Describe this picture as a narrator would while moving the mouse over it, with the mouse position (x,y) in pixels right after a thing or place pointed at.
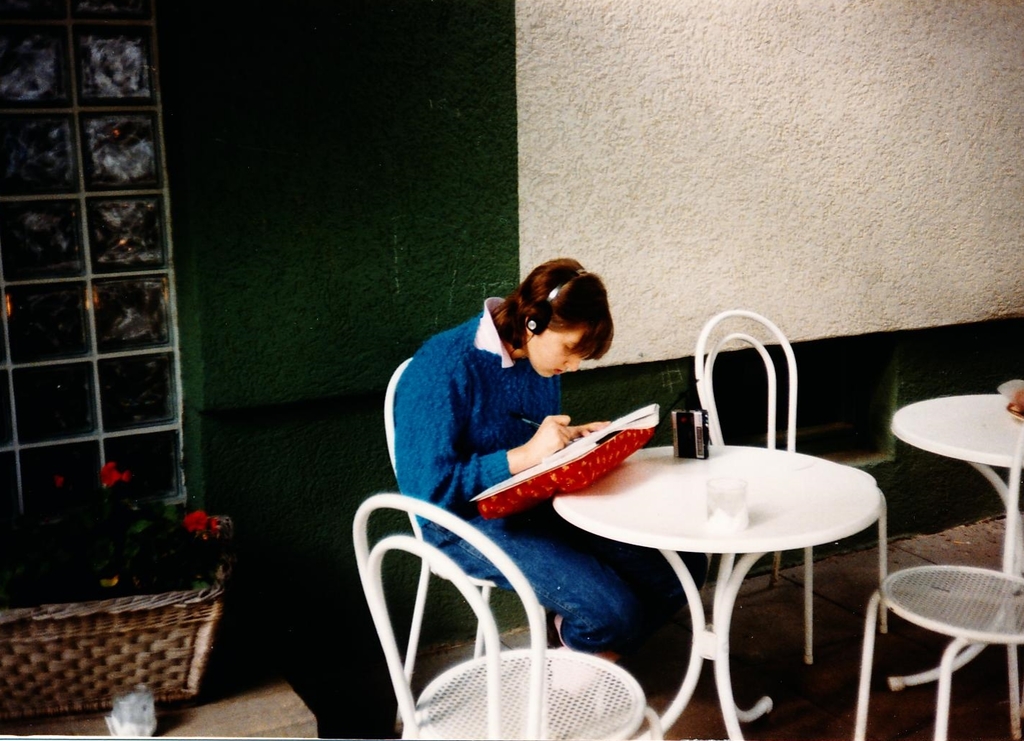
This image consists of a table (713,551). On that there is a glass (712,500). There are chairs (409,501) around the table (664,518). A person (540,455) is sitting on that chair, she is writing something. There are plants (147,542) on the left side (136,565).
